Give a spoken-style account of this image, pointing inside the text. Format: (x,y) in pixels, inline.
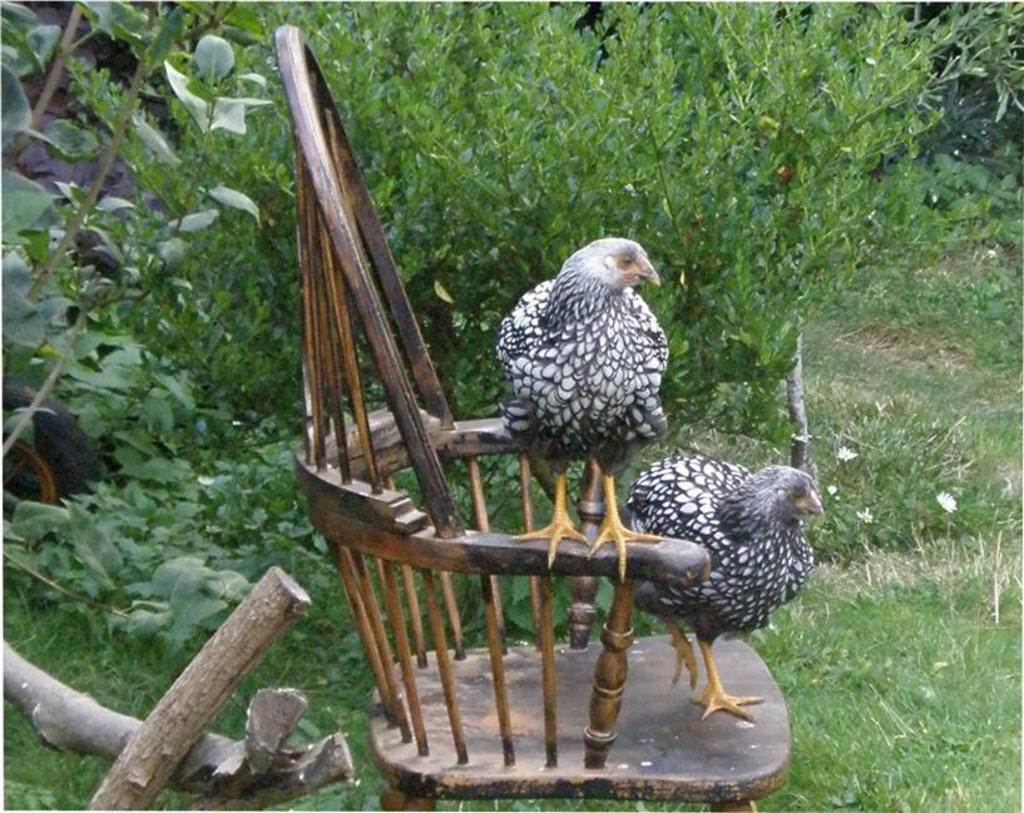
in the picture there are two hens (715,492) standing on the chair (590,491) there are also a plants (666,397) around the chair (550,781) we can also see the grass (794,640).
